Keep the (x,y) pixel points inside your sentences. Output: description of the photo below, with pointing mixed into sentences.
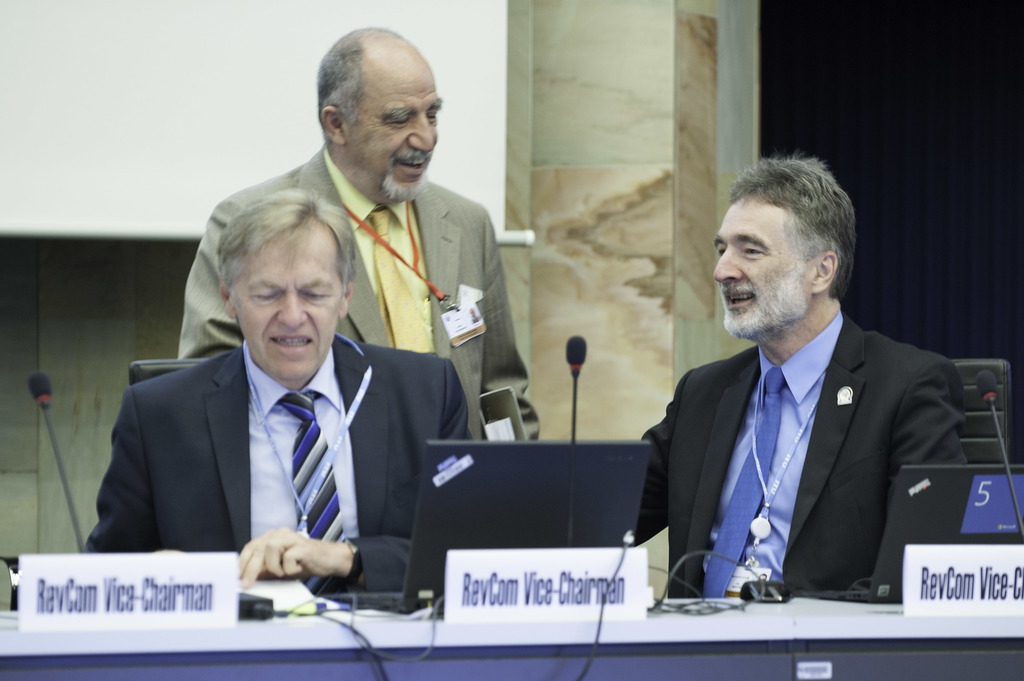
In the image we can see there are people (388,409) sitting on the chair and on the table (377,611) there is a laptop (497,522), name plate (460,590) and mic (569,511) with a stand (1021,536). Behind there is another man (409,137) standing and they all are wearing id cards (461,327) in their neck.
